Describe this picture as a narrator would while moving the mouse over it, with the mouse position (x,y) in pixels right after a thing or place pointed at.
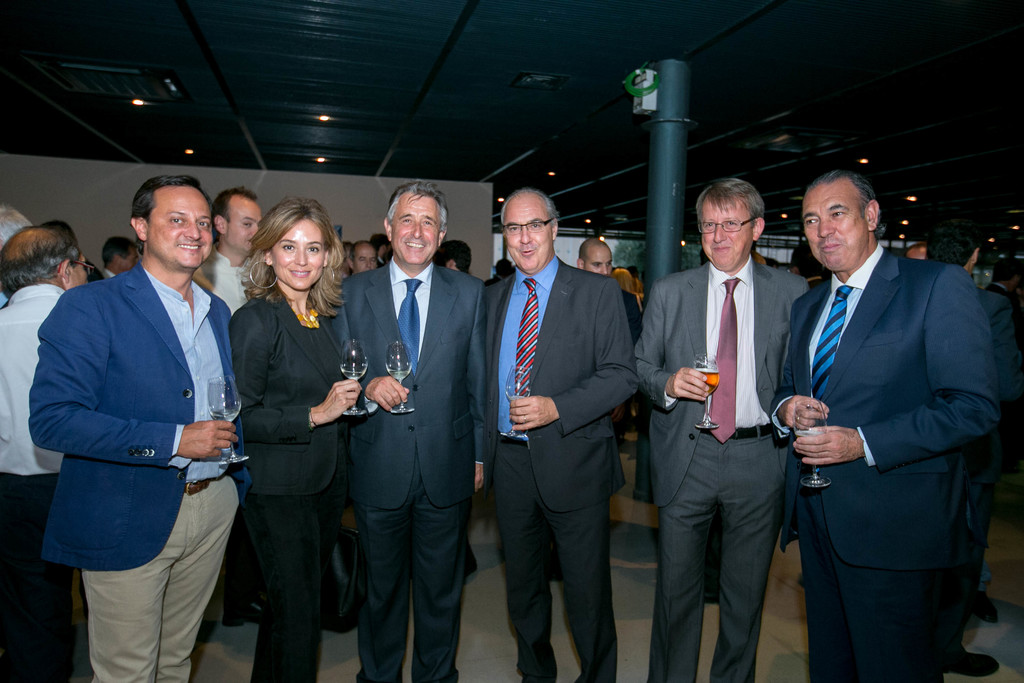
In the center of the image (461,375) we can see people (833,424) standing. They are all wearing suits (292,376) and holding wine glasses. In the background (483,195) there is a wall (323,191) and a pillar (648,258). We can see people (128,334). At the top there are lights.
